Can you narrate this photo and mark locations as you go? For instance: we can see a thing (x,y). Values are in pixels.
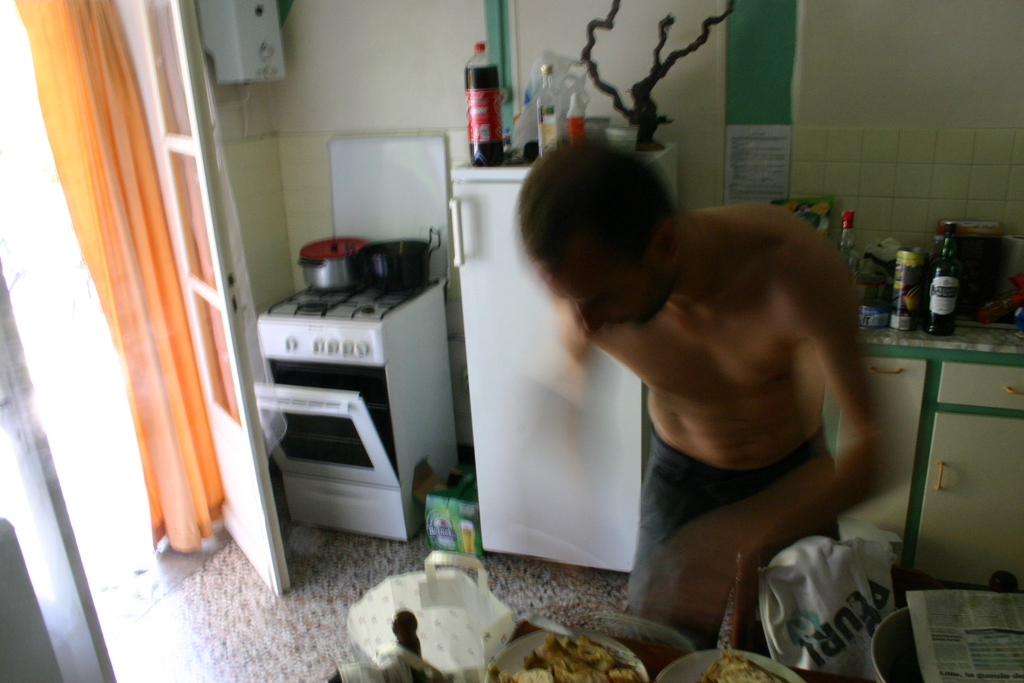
In this image we can see a person (657,530), in front of him there is a table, on that there are some food items (552,657) in bowls (770,678), behind to him there are some bottles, packages (801,204), and other items (973,269) on the kitchen slab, there are some closets (974,425), there is a fridge (532,394), on that we can see some bottles (552,139), aside to that we can see the stove (386,340), on that there are two bowls (348,280), also we can see a door (215,252), curtain (155,346), and an object (259,60) on the wall (313,58).
